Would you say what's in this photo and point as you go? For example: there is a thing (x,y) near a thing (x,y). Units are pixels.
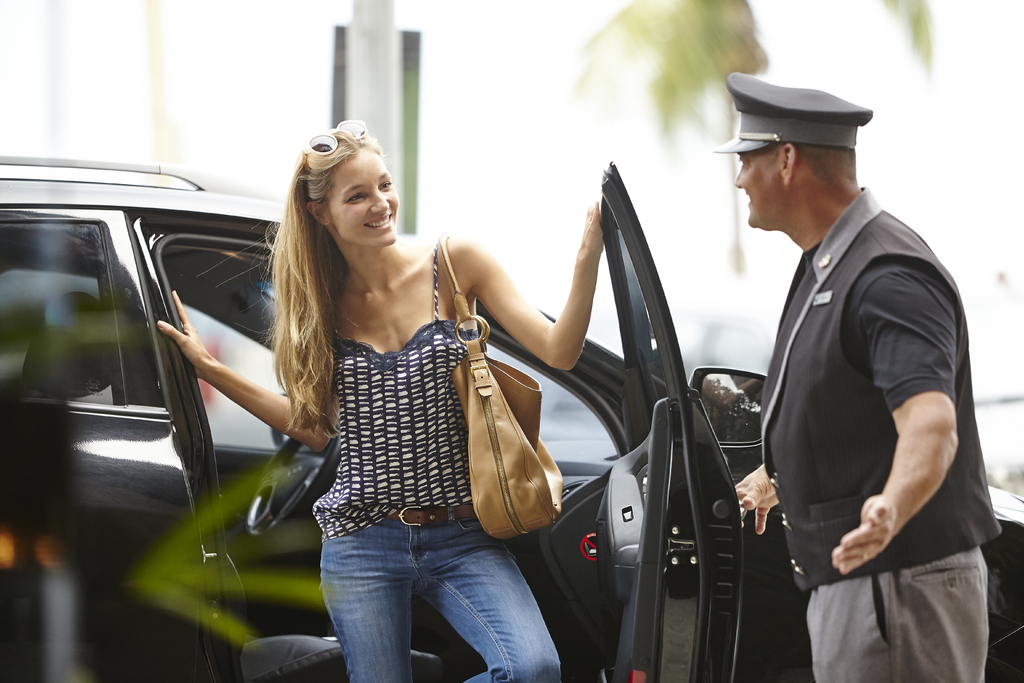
In the picture there is a woman (314,381) standing near the car (555,445), beside there is a man (839,355) standing, behind the woman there is a tree (709,55), there is a clear sky (528,135).
